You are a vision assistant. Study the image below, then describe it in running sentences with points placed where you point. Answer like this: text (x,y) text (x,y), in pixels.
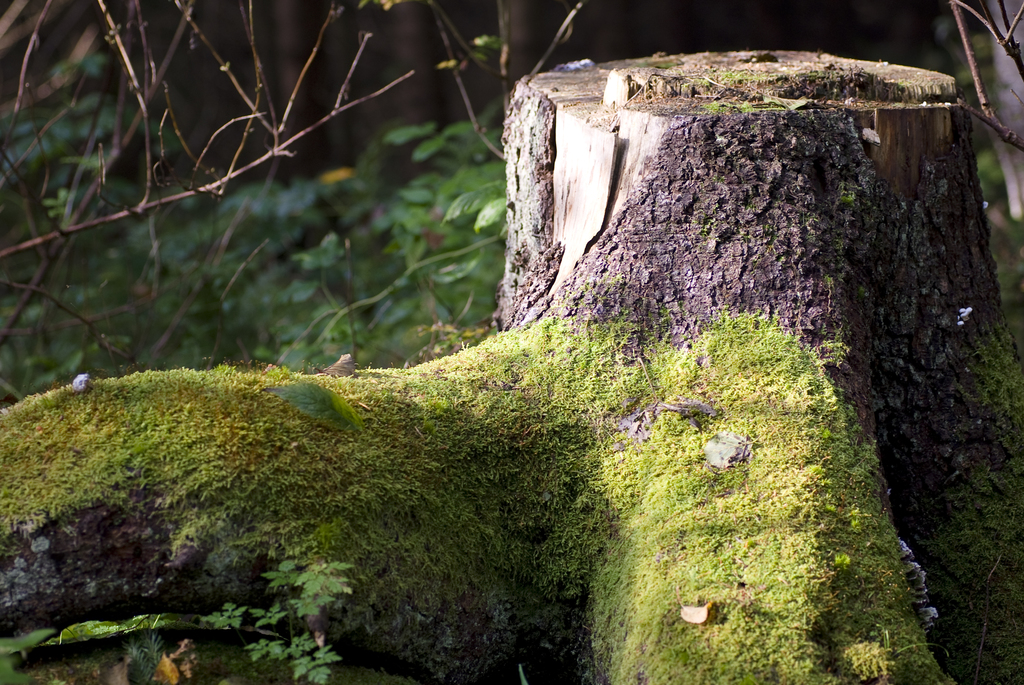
In this image we can see the trunk (740,218) of a tree (501,295), plants (409,283) and grass (536,478).
